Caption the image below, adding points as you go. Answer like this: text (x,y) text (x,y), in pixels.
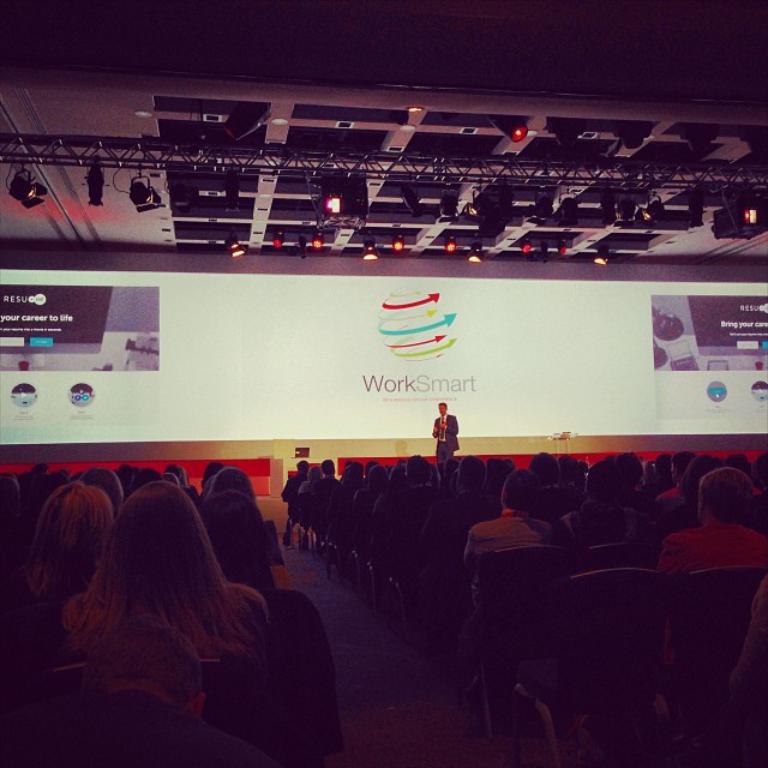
In this image we can see a person (453,450) standing on the stage (199,452). We can also see a group of people (190,689) sitting in front of him on the chairs (220,667). On the backside (239,395) we can see a projector (307,361) and a roof (290,188).
